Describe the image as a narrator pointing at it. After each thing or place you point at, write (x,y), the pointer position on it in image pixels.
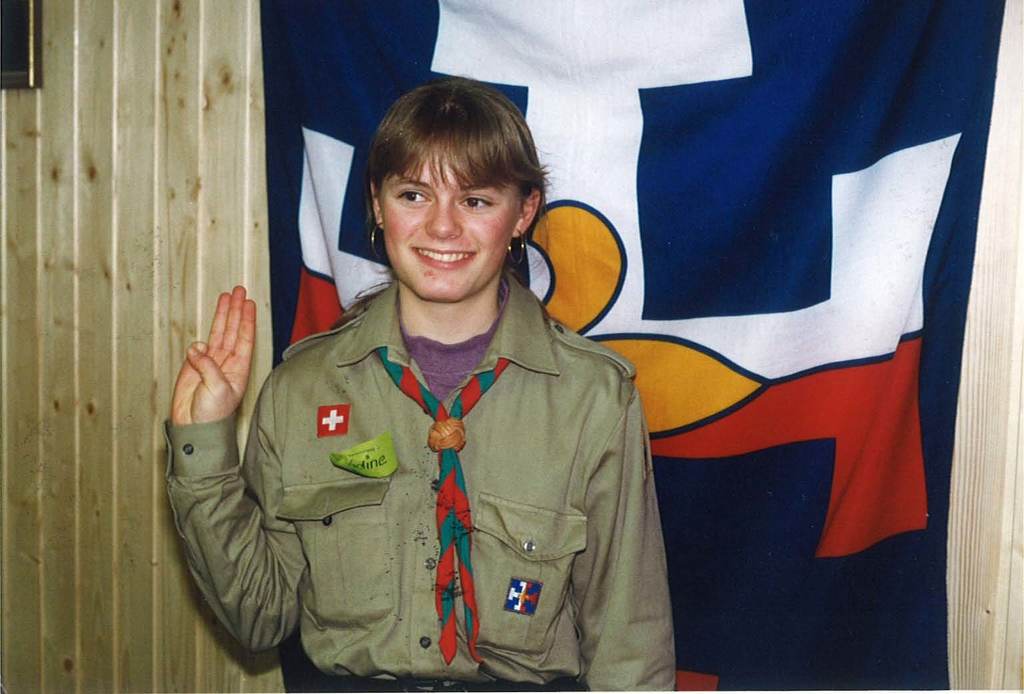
In the center of the image (585,404) there is a lady (380,691) wearing a uniform (277,591). In the background of the image (181,181) there is a wall (228,276). There is a blue color cloth (767,155).
